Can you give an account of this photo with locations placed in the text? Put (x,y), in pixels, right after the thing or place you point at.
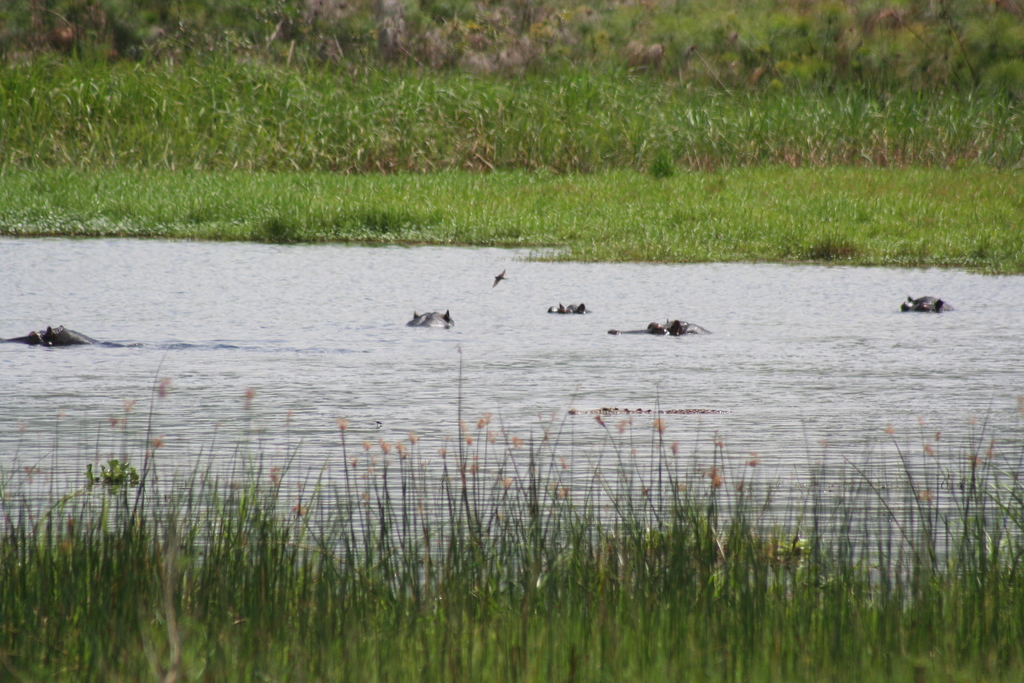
In the image we can see there are animals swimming in the water (439,388) and there are plants (269,582) on the ground (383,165). Behind the ground (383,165) is covered with grass (496,122).
